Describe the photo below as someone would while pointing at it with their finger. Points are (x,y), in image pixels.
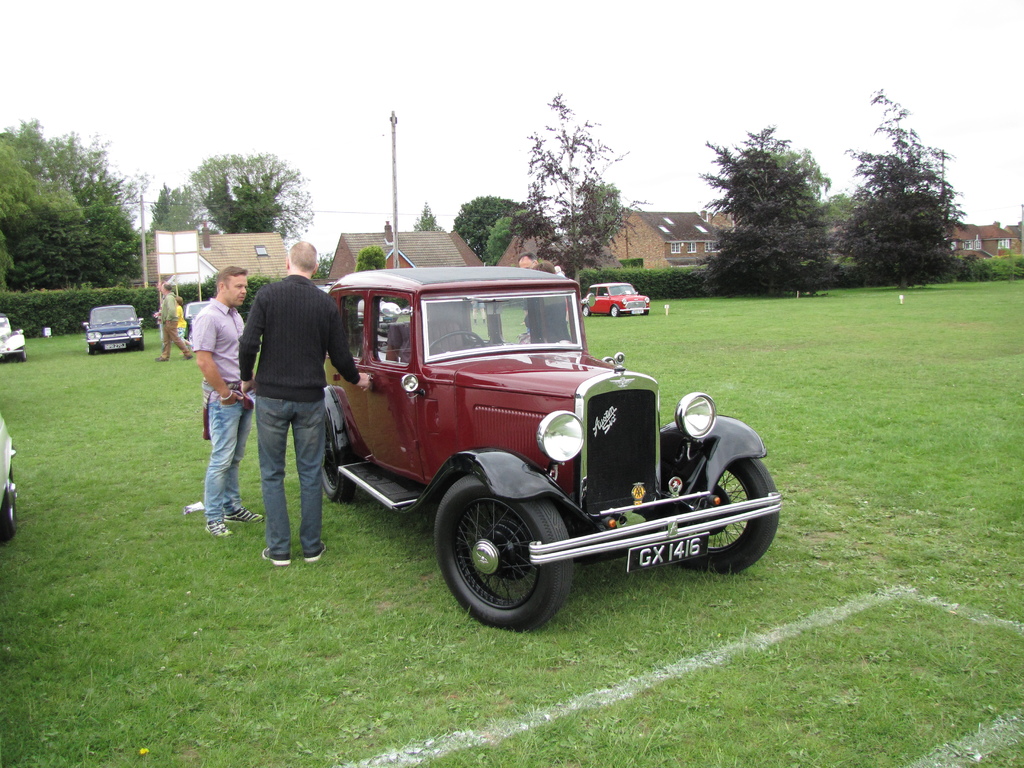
This is an outside view. I can see the grass (231,691) on the ground (259,687). Here I can see few cars (21,348) on the ground (389,586) and also there are few people (248,381) standing. In the background (901,198) there are some houses (251,250), trees (568,209) and poles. At the top of the image (269,87) I can see the sky (204,107).
